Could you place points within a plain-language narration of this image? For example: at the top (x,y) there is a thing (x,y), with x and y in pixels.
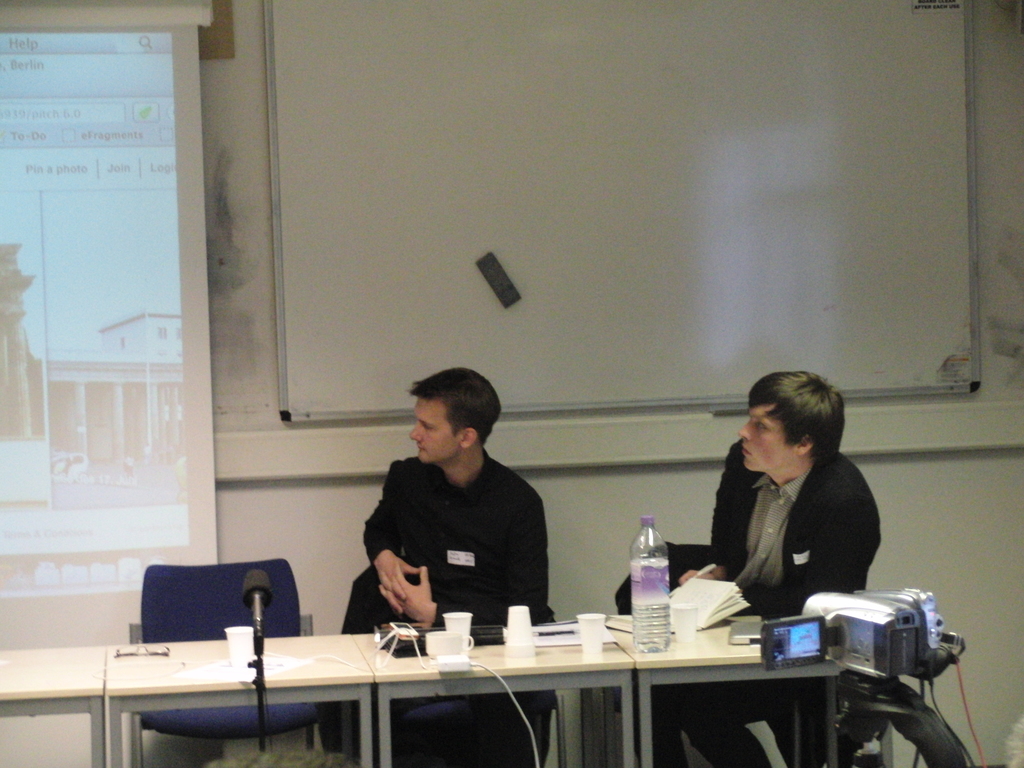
There are two men (730,566) sitting on the chairs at the table (388,717). On the table (469,672) we can see water bottle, books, microphone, cable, cups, laptop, mobile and some other objects (235,679). On the right (885,736) we can see a camera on a stand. In the background (143,276) there is a chair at the table (478,685), screen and a board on the wall (239,555).
